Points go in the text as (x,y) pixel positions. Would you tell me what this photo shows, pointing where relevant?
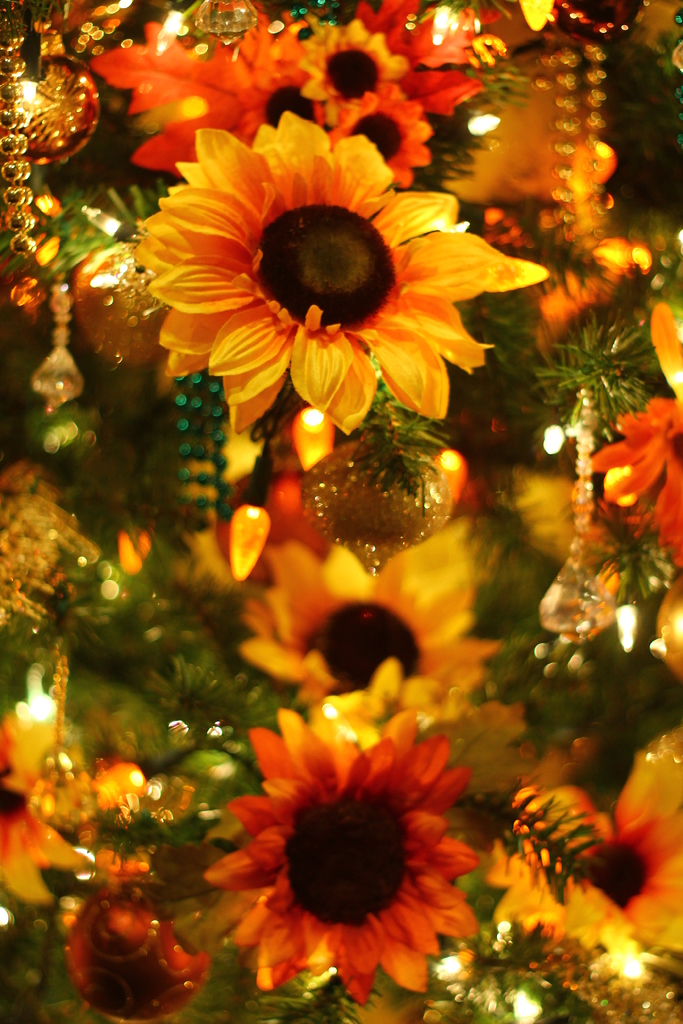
In this picture I can see the sunflowers (359,272), for decoration (225,351) and the lights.
